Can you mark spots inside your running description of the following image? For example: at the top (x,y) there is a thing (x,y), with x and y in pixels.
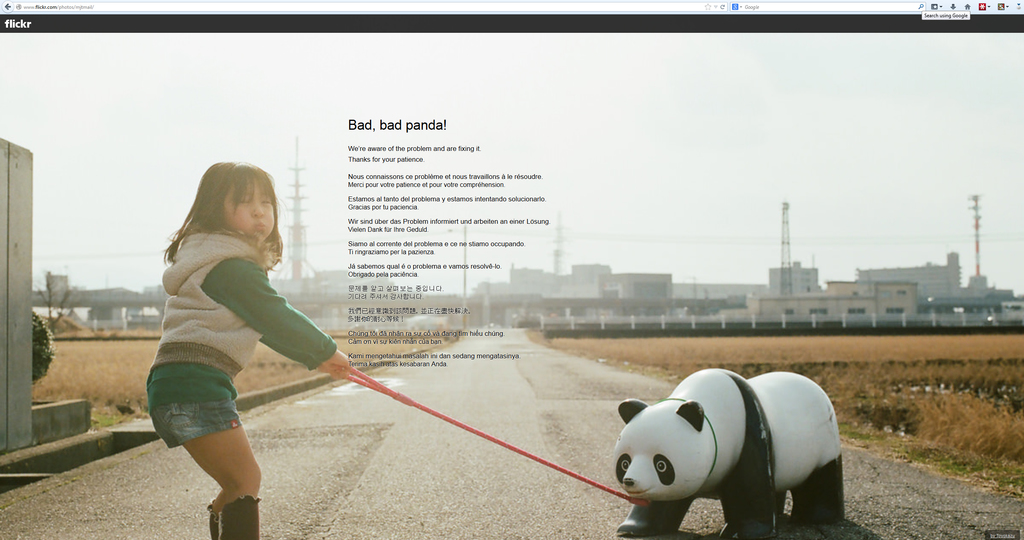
In this picture we can see the screen (131,72) of a system (791,36), on which a girl (228,329) standing and holding rope (417,404) of toy pandas belt (718,445), behind we can see some buildings (788,299), trees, grass (78,352).
